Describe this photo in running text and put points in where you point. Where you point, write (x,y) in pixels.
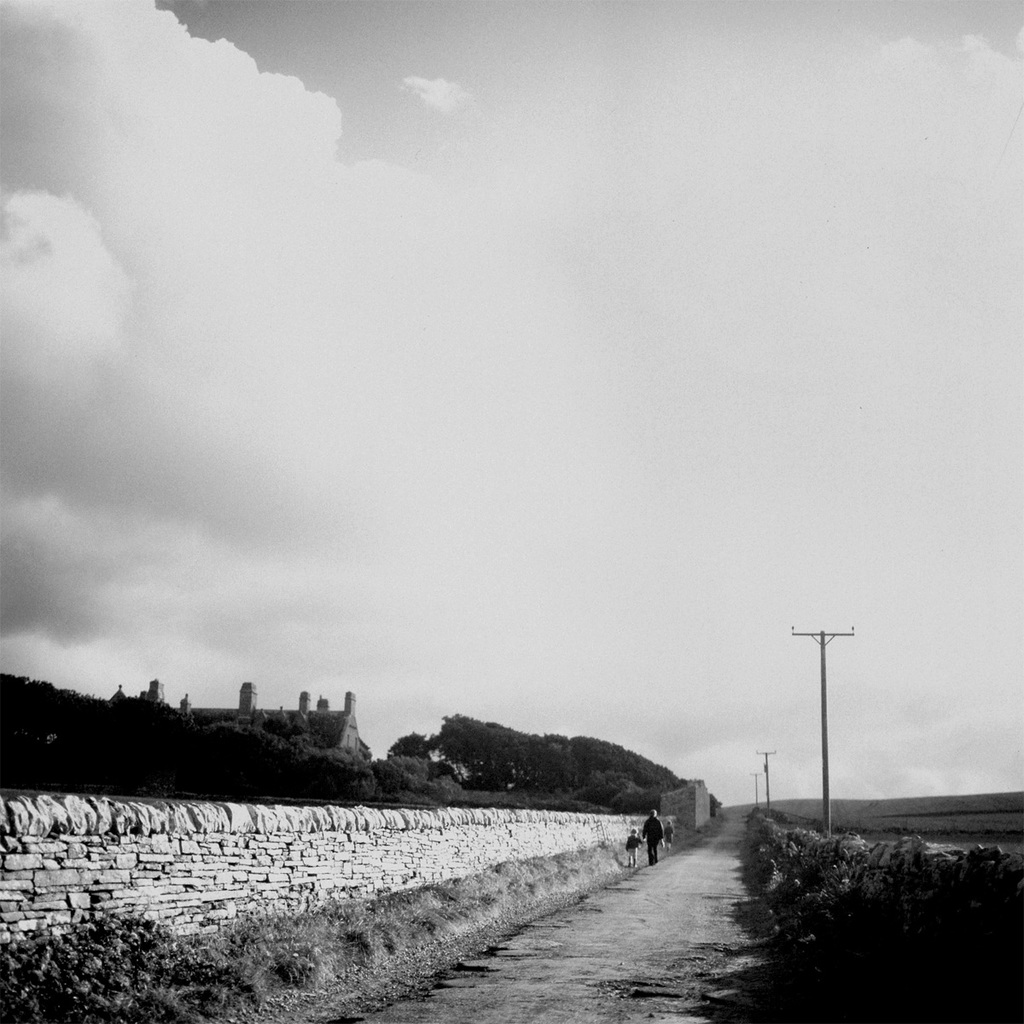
This is a black and white image. At the bottom (649,842) there are few people (634,849) walking on the road (656,948). On both sides of the road (564,959) there are few plants (351,951). On the left side (229,857) there is a wall (409,858). On the right side (829,793) there are few poles (824,669). In the background (279,787) there are few trees (319,764) and a building (351,739). At the top of the image (576,258) I can see the sky (471,111) and clouds (195,130).
